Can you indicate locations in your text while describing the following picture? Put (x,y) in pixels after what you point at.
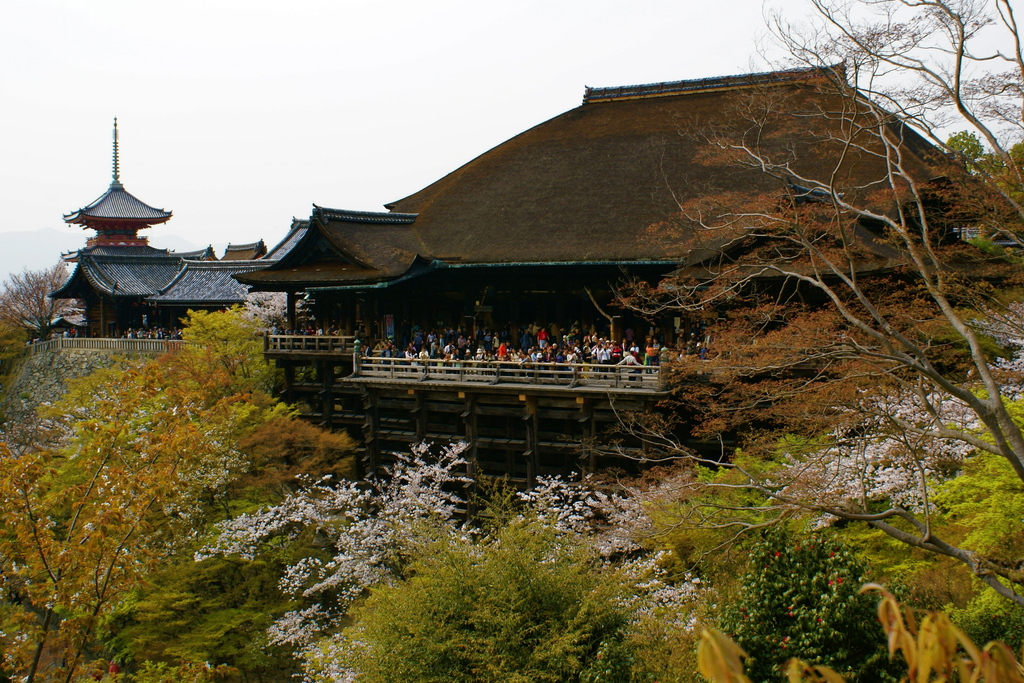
In this image we can see a few buildings (536,300) and some people (505,342) inside the building (514,325) and there are some trees (512,539) in front of the building (495,325) and sky (431,109) in the background (391,86).
